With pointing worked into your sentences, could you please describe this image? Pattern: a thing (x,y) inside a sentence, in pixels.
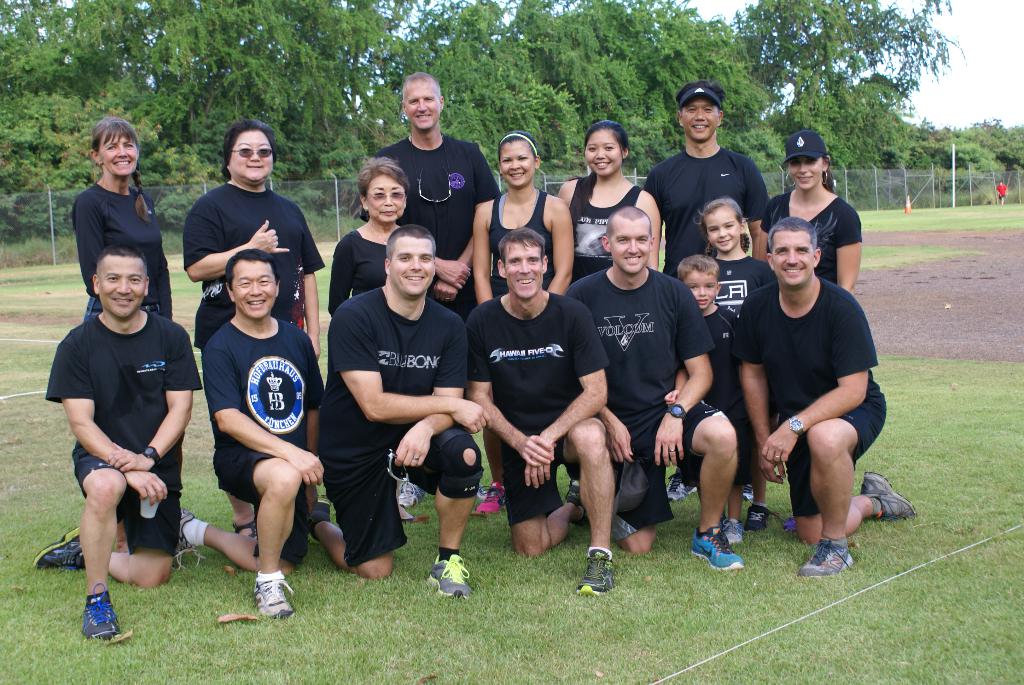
In this image in the foreground (629,639) there's grass (646,656) on the ground (738,607). In the middle (453,357) there are persons (367,278) smiling. In the background (348,178) there is a fence (869,189) and there are trees (755,128) and there is a person (1003,198) walking.
